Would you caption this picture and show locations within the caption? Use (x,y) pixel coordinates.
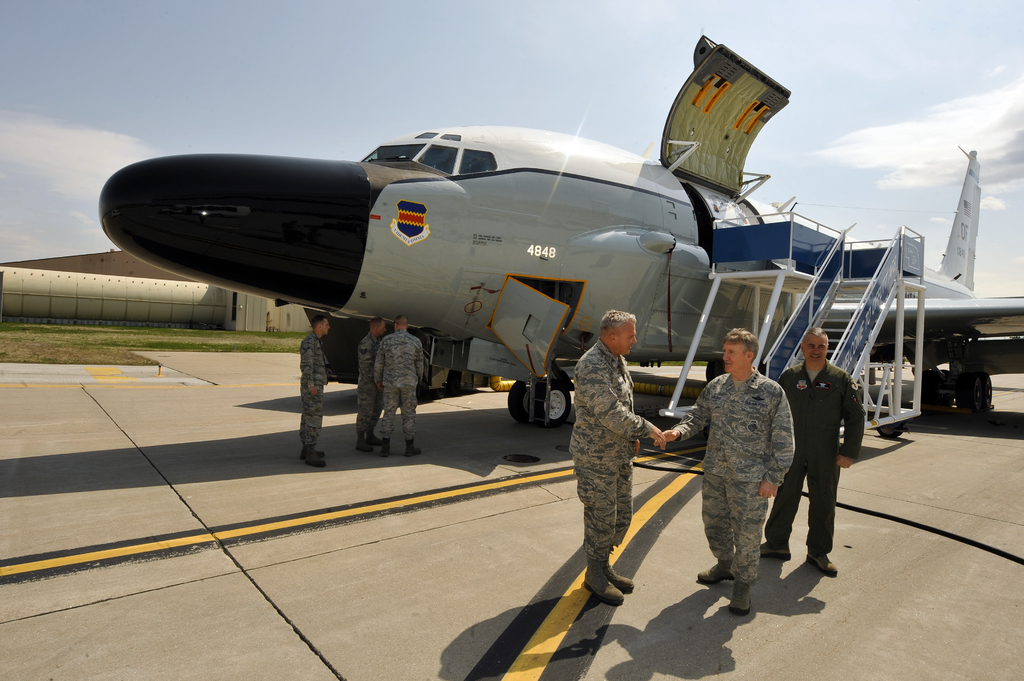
In this image I can see the group of people (315,361) standing on the road (372,557). These people (727,452) are wearing the uniforms (722,464). To the side there is an aircraft (530,250) which is in black and ash color. In the background (405,111) I can see the clouds (865,127) and the sky (291,83).
